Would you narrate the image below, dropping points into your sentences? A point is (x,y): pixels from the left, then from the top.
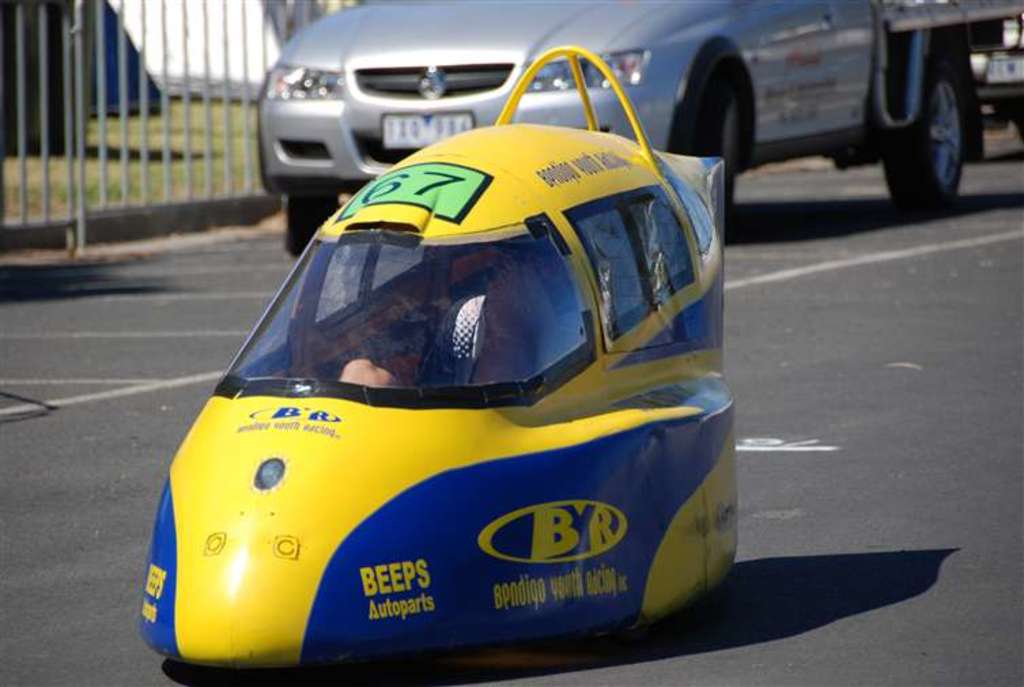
In this image we can see a car (618,393), it is in yellow color, at back (328,35) here is the car (672,141) travelling on the road (114,418), here is the grass (246,180).
